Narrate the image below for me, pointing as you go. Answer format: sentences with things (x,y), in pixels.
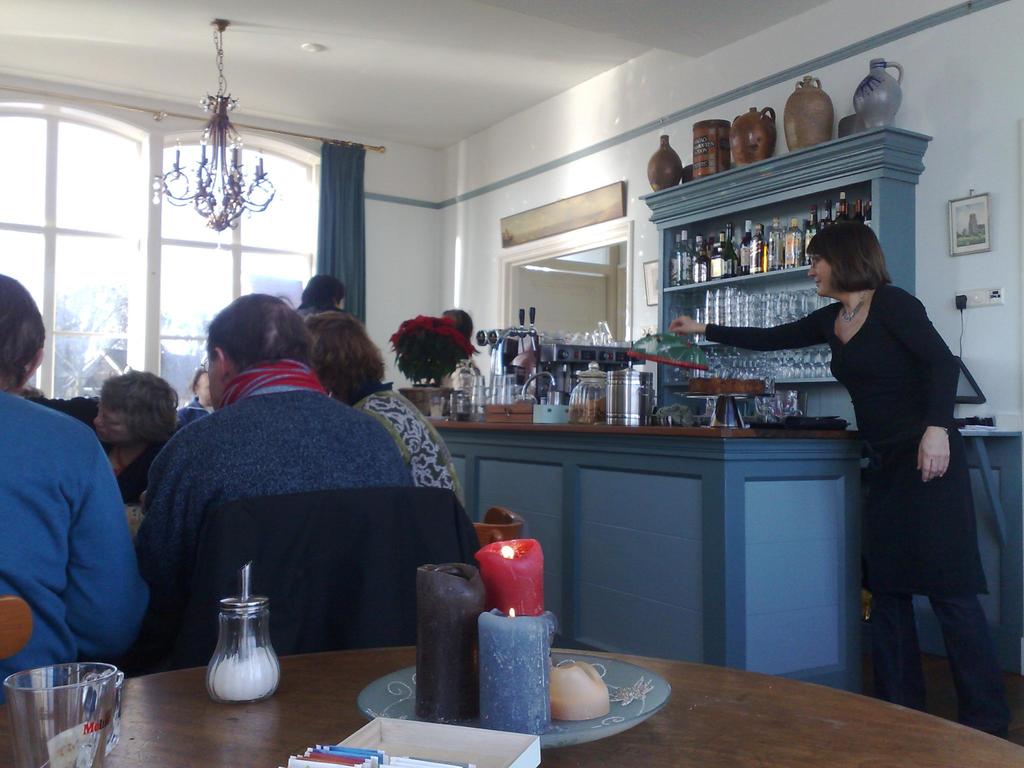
People (135,374) are sitting in chairs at tables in a restaurant (197,413). There is a bar counter (507,465) beside which a woman (902,537) is standing.
